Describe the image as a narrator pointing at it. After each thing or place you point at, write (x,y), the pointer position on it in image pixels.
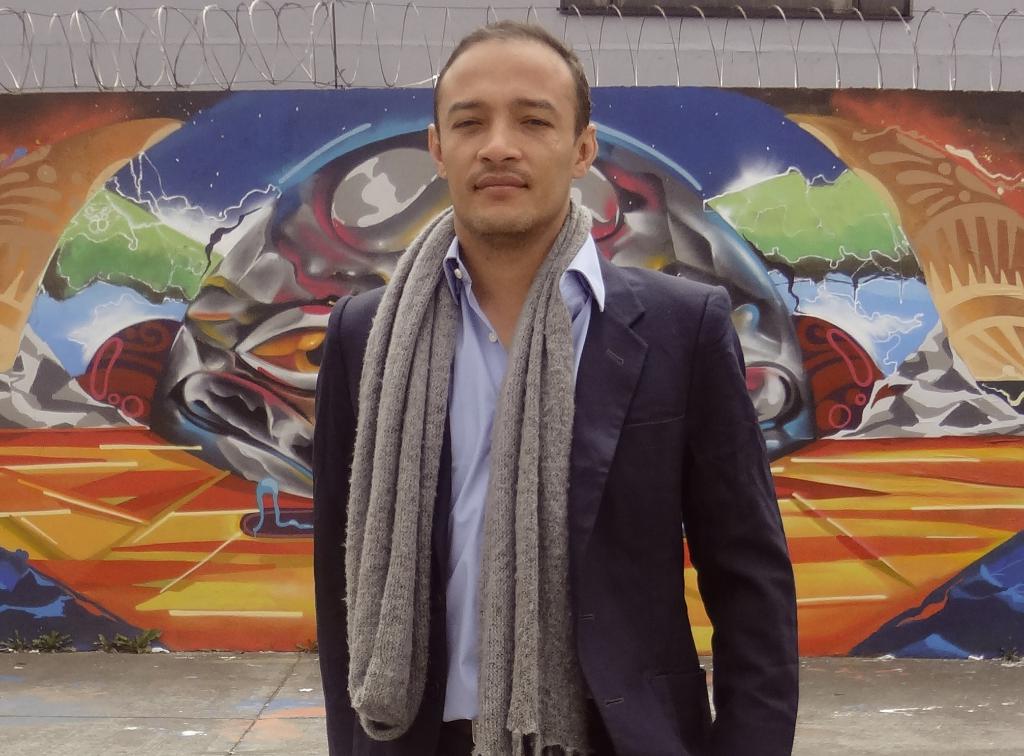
This picture is clicked outside. In the center (517,390) there is a man (517,390) wearing suit (591,377) and standing. In the background (909,249) we can see the painting (21,392) of some objects (1011,238) and we can see the wall (154,47) and the metal rods (405,18).
